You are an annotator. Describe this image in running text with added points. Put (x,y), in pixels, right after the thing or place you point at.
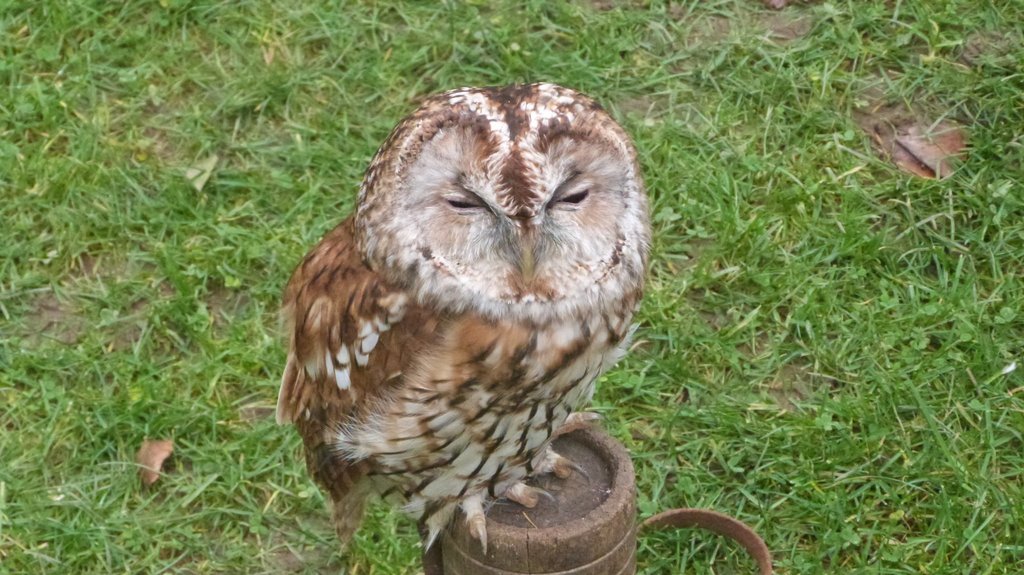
In this picture I can see there is a owl (480,478) sitting on the wooden stick (552,519) and there is grass (658,151) and dry leaves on the floor (185,448).
